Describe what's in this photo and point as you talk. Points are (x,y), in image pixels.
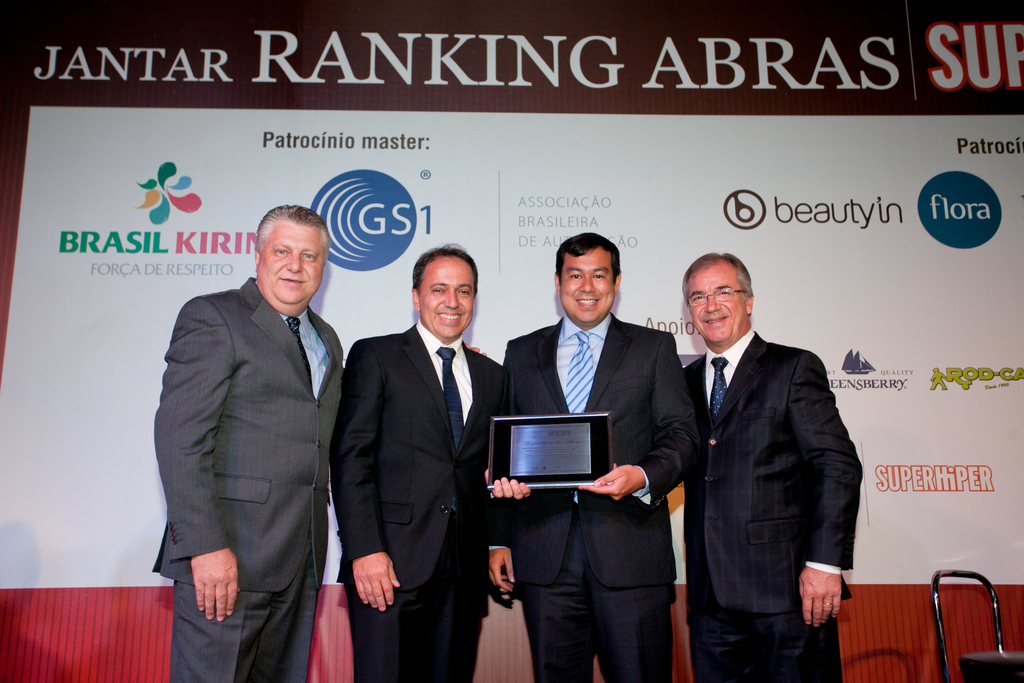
In this image there are four men (475,515) standing towards the bottom of the image (395,508), there are two men (465,432) holding an object (548,453), there is an object (545,463) towards the bottom of the image (980,674), there is a board (885,399) behind the persons (167,409), there is text (54,65) on the board (873,217).
